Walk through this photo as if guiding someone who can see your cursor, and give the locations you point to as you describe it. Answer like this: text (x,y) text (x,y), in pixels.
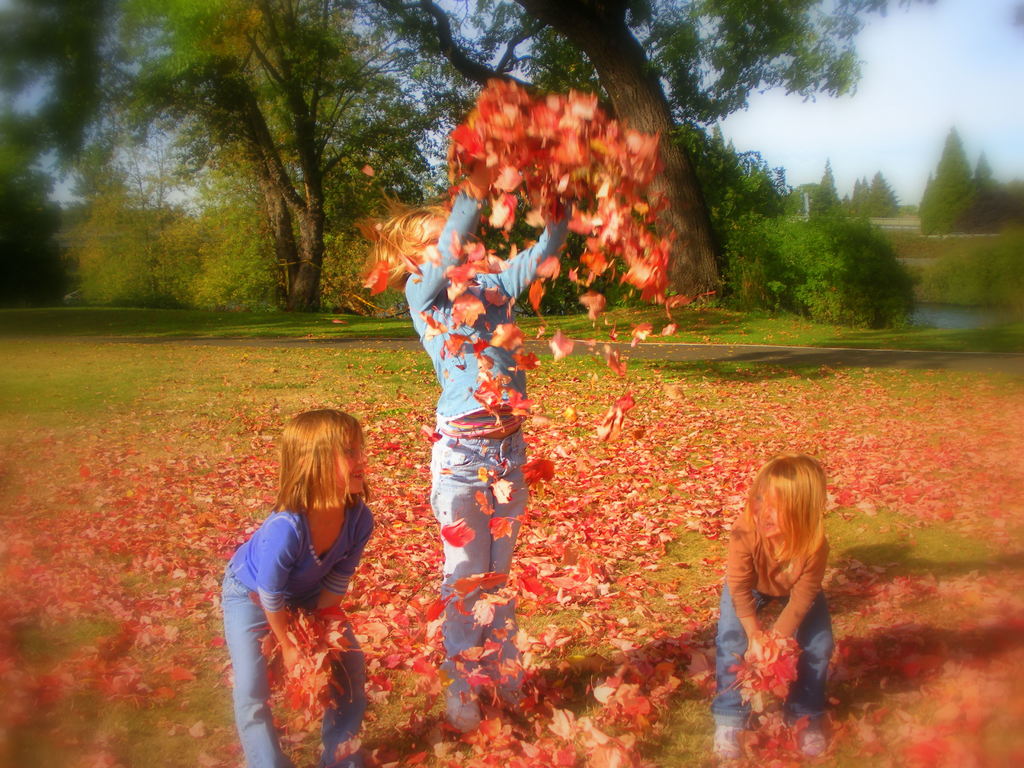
In the center of the image (504,508) we can see three kids (284,537) are holding dry leaves (439,557). In the background (421,109), we can see the sky (922,18), trees (605,89), grass (603,321) and dry leaves (696,417).
